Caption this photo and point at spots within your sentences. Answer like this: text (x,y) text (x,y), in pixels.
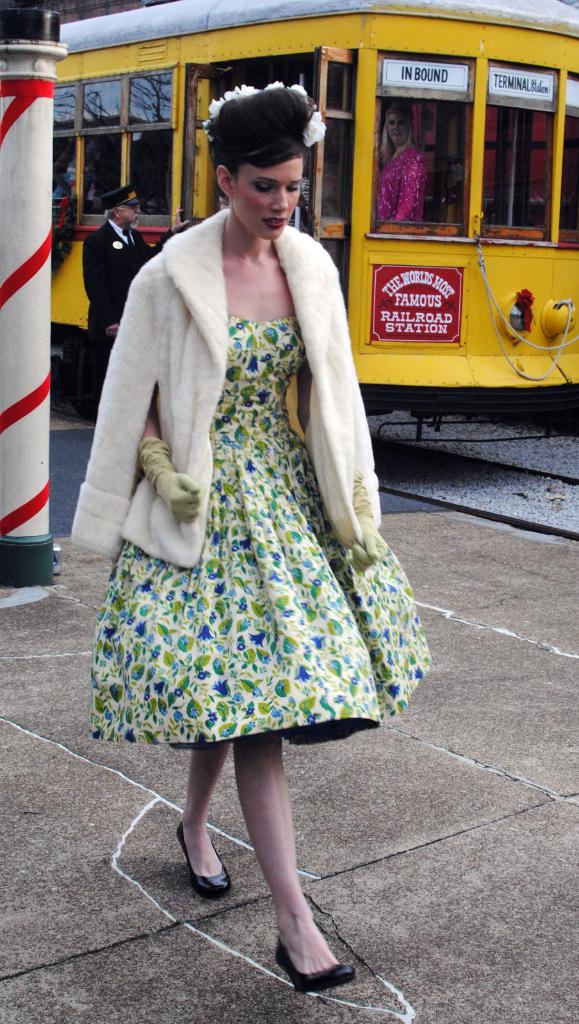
This image consists of a woman (228,573). She is wearing a green dress (208,739) and white jacket (199,482). At the bottom (498,846), there is road (506,851). To the right (465,188), there is a train (330,181) in yellow color. Behind her there is a pole (33,552).
